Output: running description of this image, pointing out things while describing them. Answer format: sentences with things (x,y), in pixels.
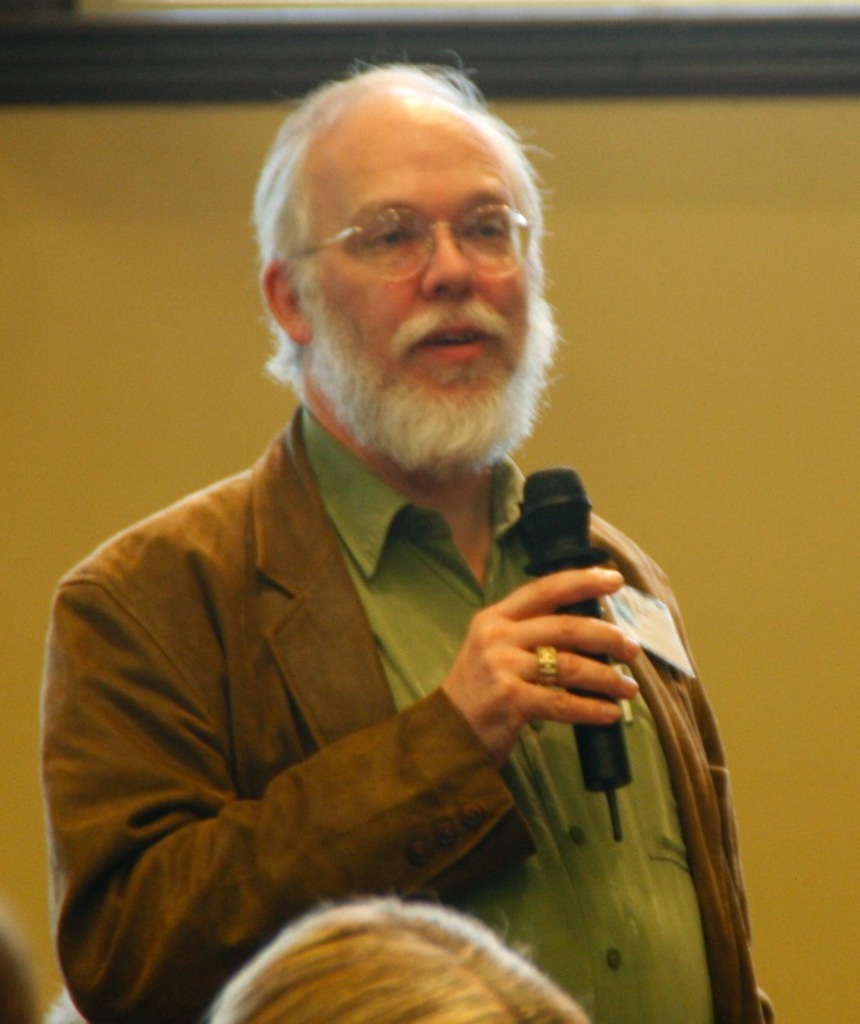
In this picture there is an old man (506,294) in the center of the image (440,631), by holding a mic (583,655) in his hand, it seems to be there is another person (398,921) at the bottom side of the image (423,930).
